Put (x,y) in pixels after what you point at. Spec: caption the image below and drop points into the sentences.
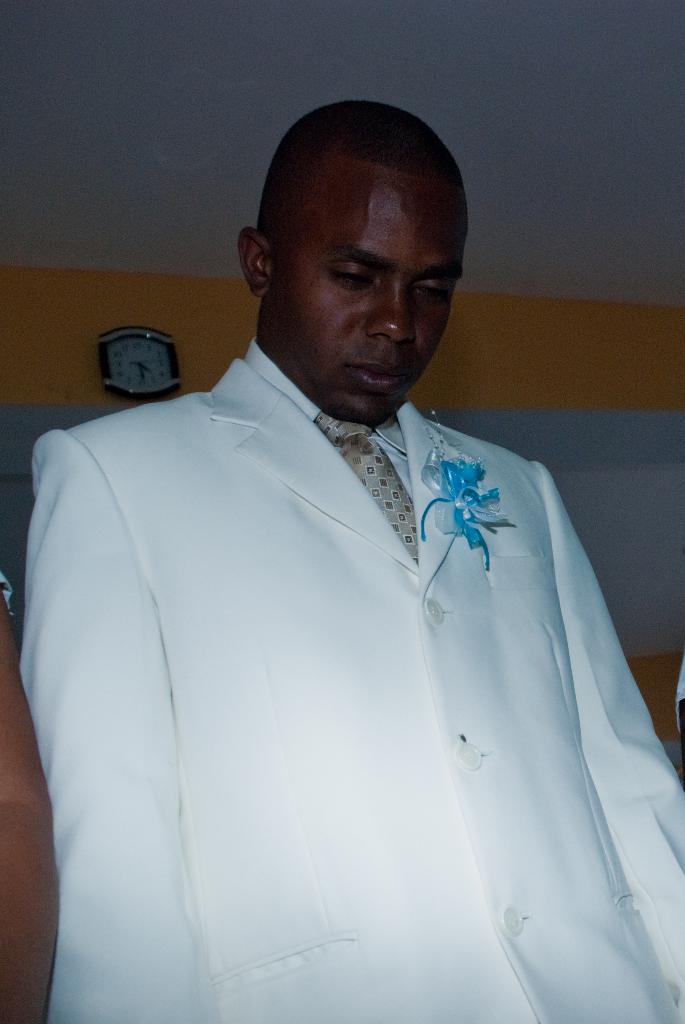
In this picture we can see a man (334,705) wearing white color suit (414,664) with blue flower (474,542) is standing in the image. Behind we can see yellow and white color wall (199,369) with clock (144,393).
